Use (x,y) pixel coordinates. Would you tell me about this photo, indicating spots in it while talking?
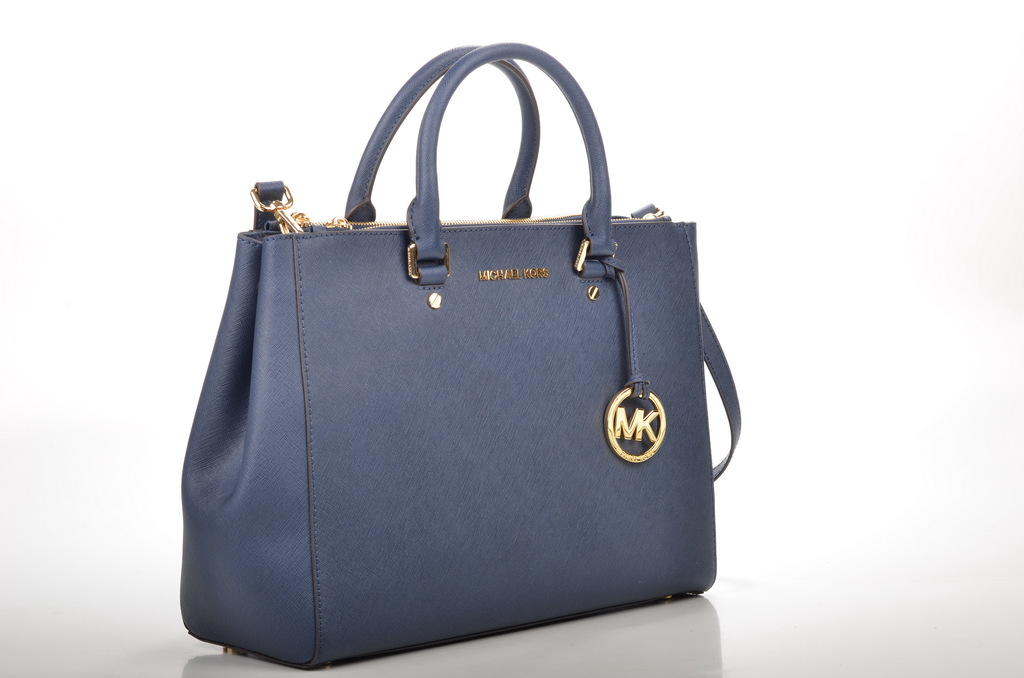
In this image I see a bag (630,485) which is of blue in color and there is a chain (630,290) on which it is written "MK".
